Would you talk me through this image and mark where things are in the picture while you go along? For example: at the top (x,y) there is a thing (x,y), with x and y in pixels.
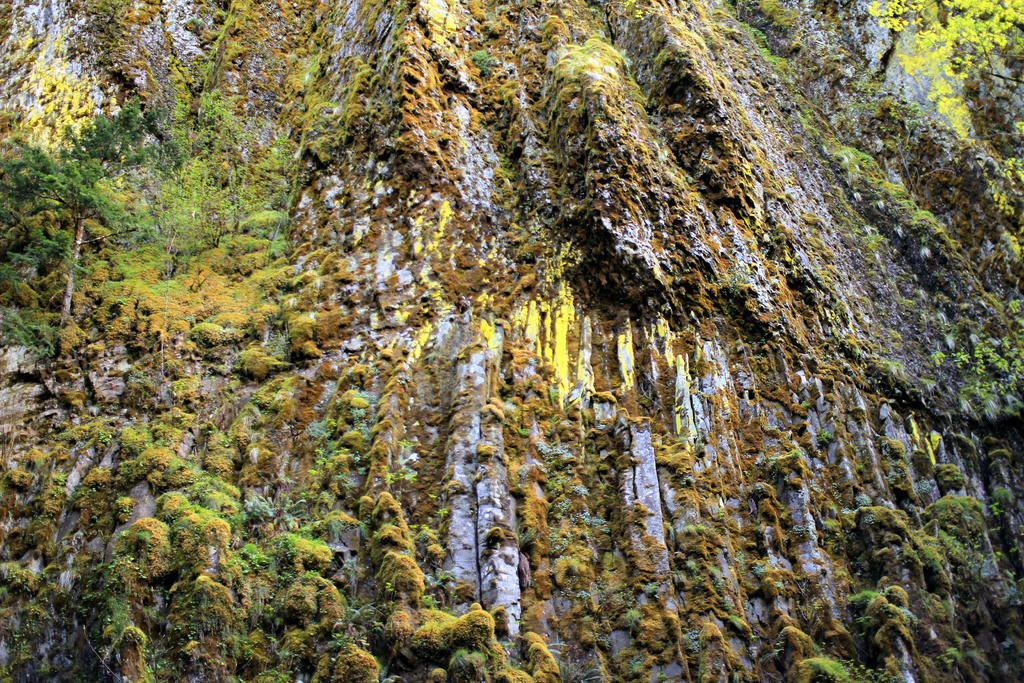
In this picture I can see there is a mountain (634,342) and it is covered with moss (964,529).
